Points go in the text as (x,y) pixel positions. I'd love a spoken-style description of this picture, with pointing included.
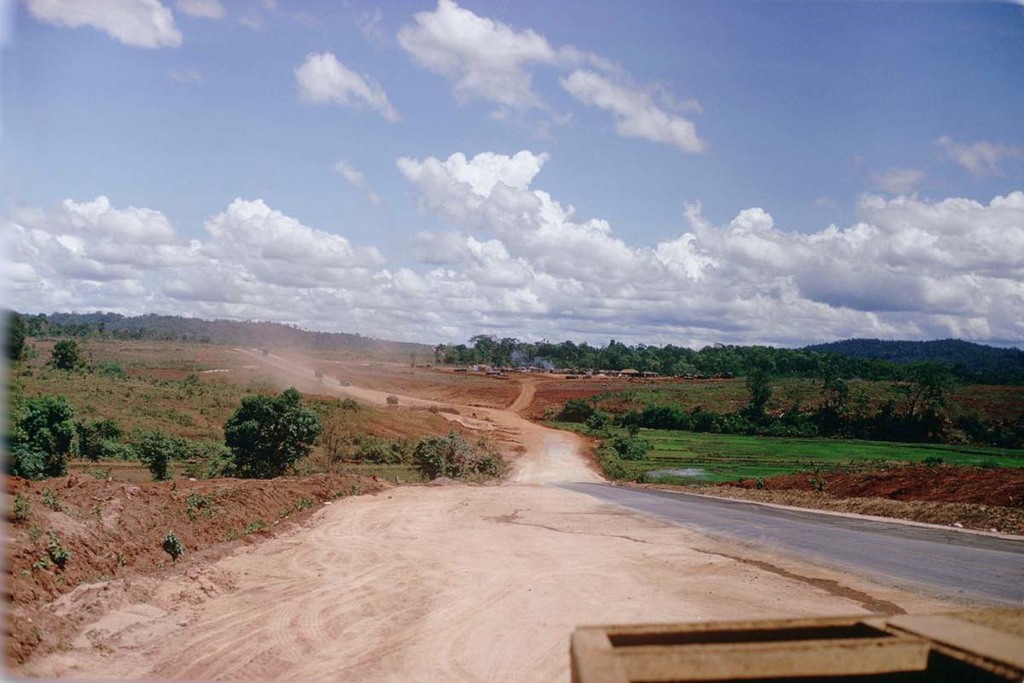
In the center of the image (539,443) we can see the road (547,526). On the right side of the image (854,450) we can see trees (736,423), grass (750,438) and land (889,494). On the left side of the image (263,458) we can see trees (245,463), grass (204,462) and ground (157,540). In the background (299,233) we can see hills (871,345), sky (794,170) and clouds (595,236).
